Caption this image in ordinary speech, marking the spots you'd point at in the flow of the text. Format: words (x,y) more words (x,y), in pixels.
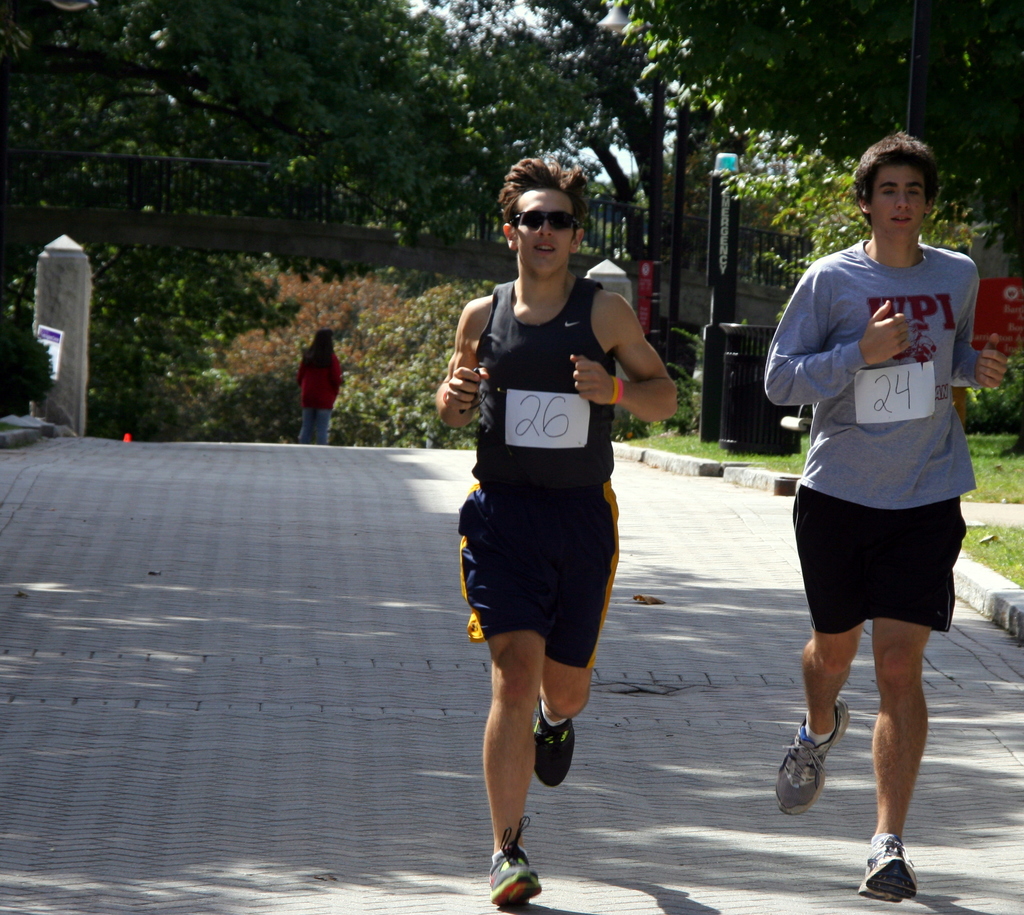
In this image there are two people (498,856) running on the path (393,680). Left side (328,413) there is a person (300,371) standing on the path (272,487). Left side (58,269) there is an object (50,331). Right side (732,391) there is a dustbin (732,376) and few objects (703,385) on the grass land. There is a bridge (39,216) having a fence (116,170). Background (977,140) there are trees (159,33).
